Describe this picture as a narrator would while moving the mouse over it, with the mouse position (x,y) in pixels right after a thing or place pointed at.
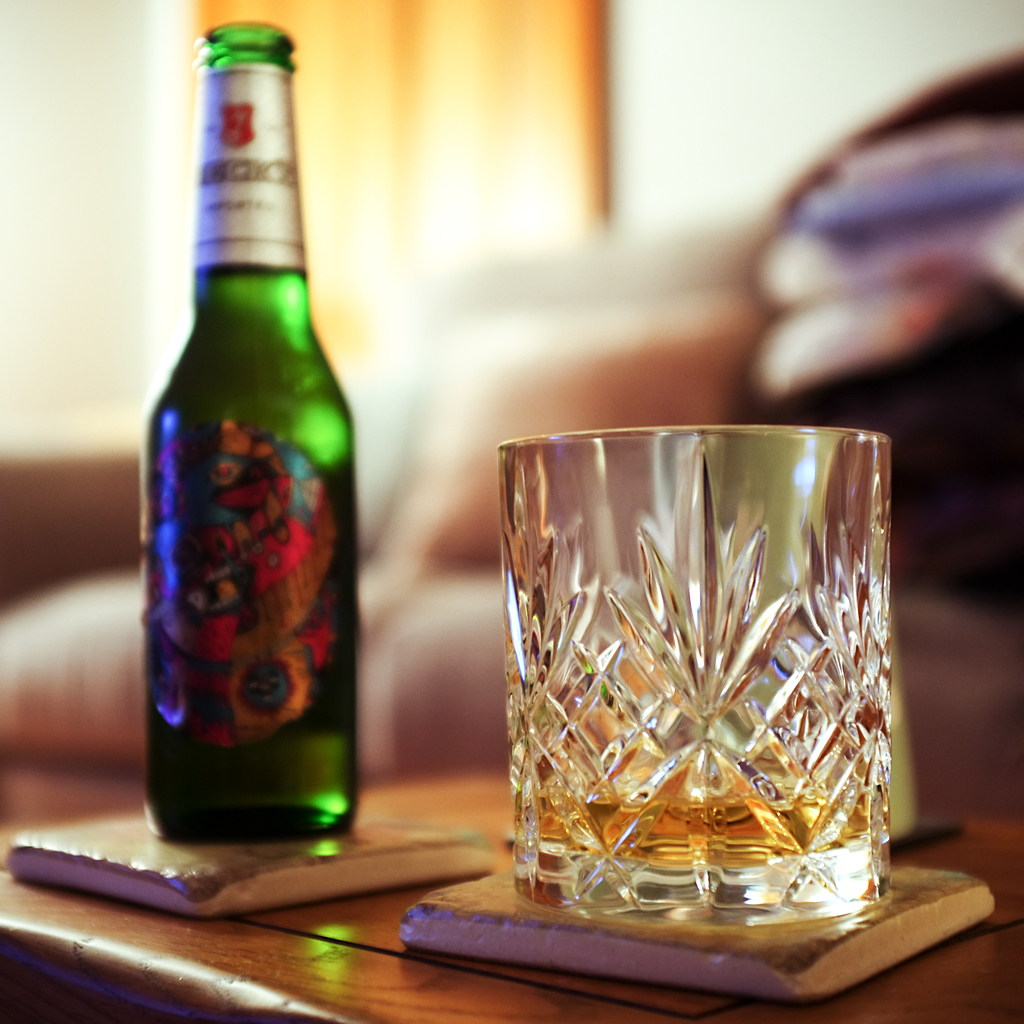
Background (875,257) is very blurry. We can see a bottle (225,229) and a glass of drink (596,891) on the table (422,985).
